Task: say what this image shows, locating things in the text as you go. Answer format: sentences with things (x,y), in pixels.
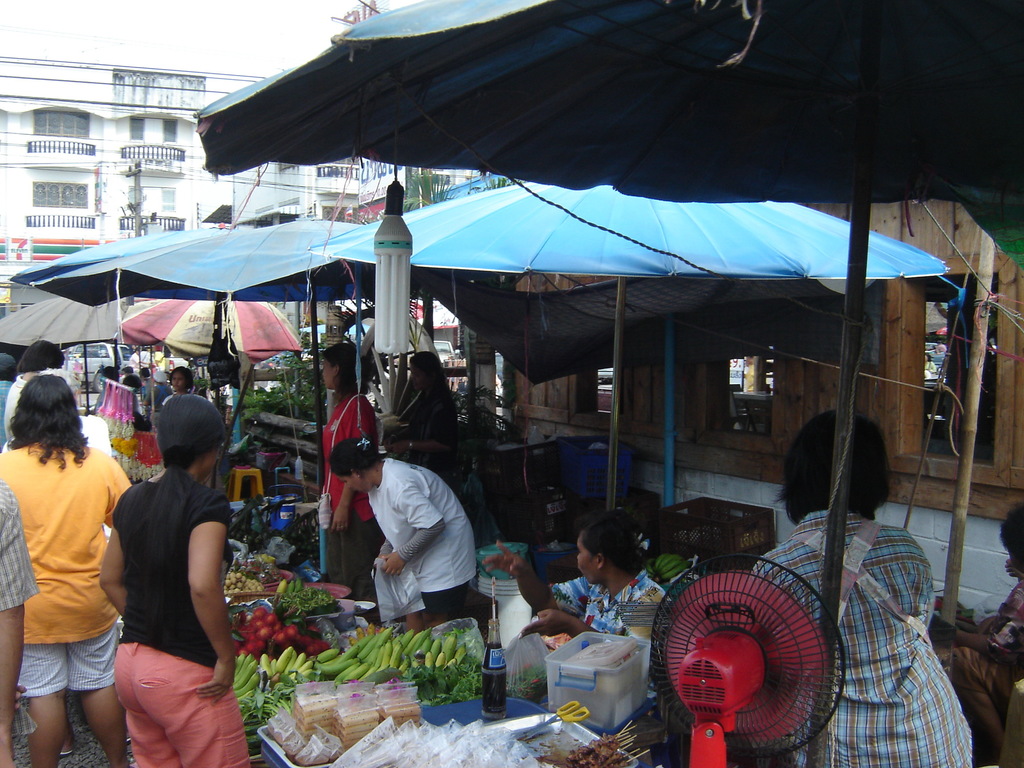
In this picture we can observe some people (170,622) standing in front of the stalls (357,608) in the market (412,729). We can observe blue color fabric roofs (712,238) here. There is a light (385,265) hanging. We can observe a red color table fan (702,682). There are some vegetables (457,685) and fruits (303,647). In the background (68,163) there is a white color building (109,159) and a sky (122,35).
